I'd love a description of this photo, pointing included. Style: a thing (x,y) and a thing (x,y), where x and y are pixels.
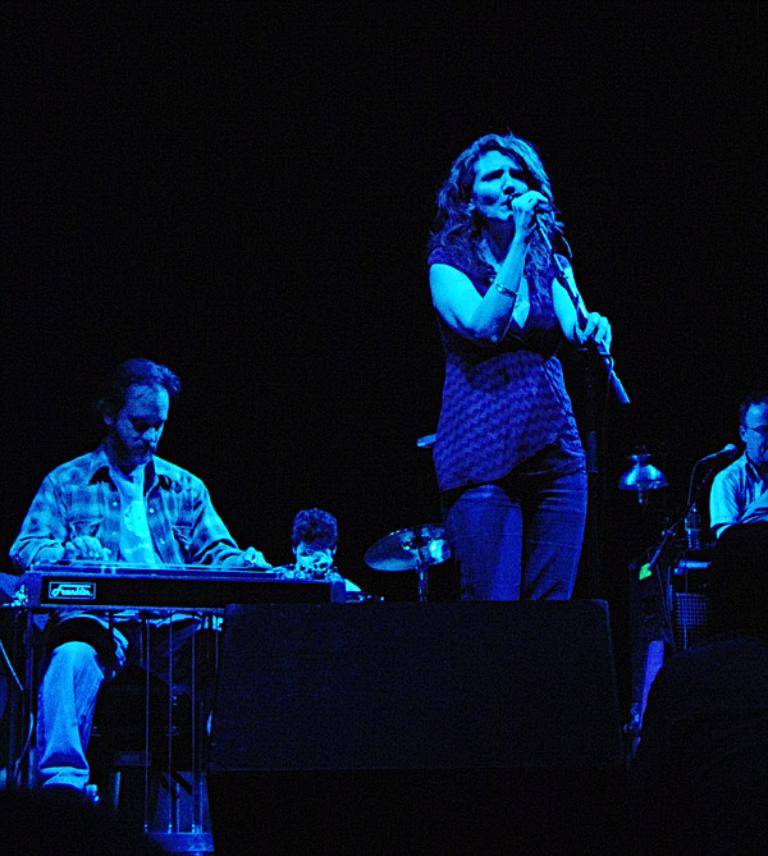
In the center of the image (331,552) there are people (319,523) playing musical instruments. There is a lady (452,427) singing a song in the mic (523,193). The background of the image (257,174) is black.
